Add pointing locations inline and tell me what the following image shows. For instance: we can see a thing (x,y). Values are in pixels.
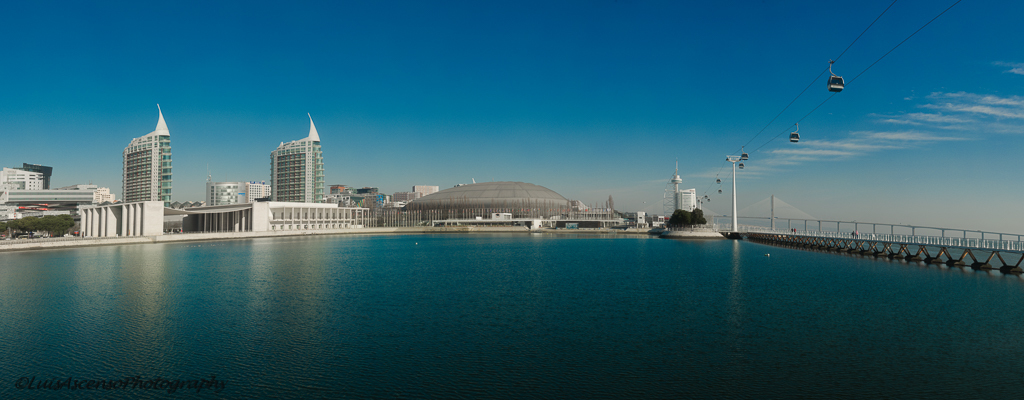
In the picture I can see water (766,250), bridge (780,242), ropeway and in the background of the picture (157,200) there are some buildings (315,183), top of the picture (466,80) there is clear sky (503,79).
